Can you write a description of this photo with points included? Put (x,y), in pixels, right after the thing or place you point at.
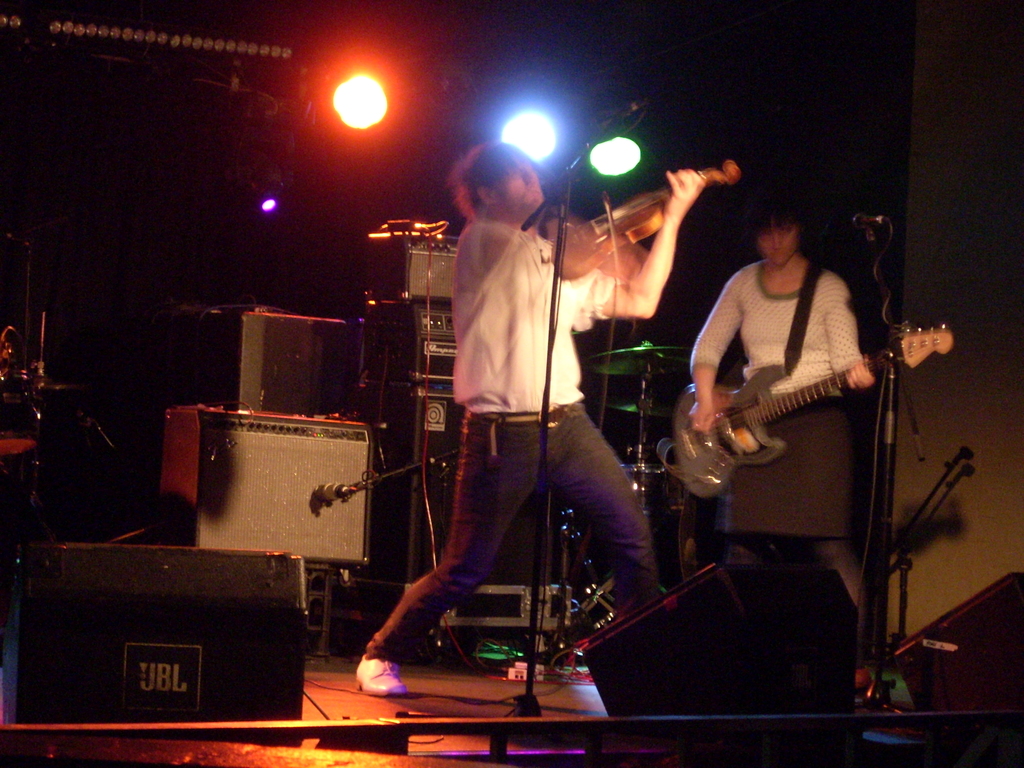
In the image we can see there is a man (566,319) and a woman (791,303) who are holding a violin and a guitar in their hands (612,250).
